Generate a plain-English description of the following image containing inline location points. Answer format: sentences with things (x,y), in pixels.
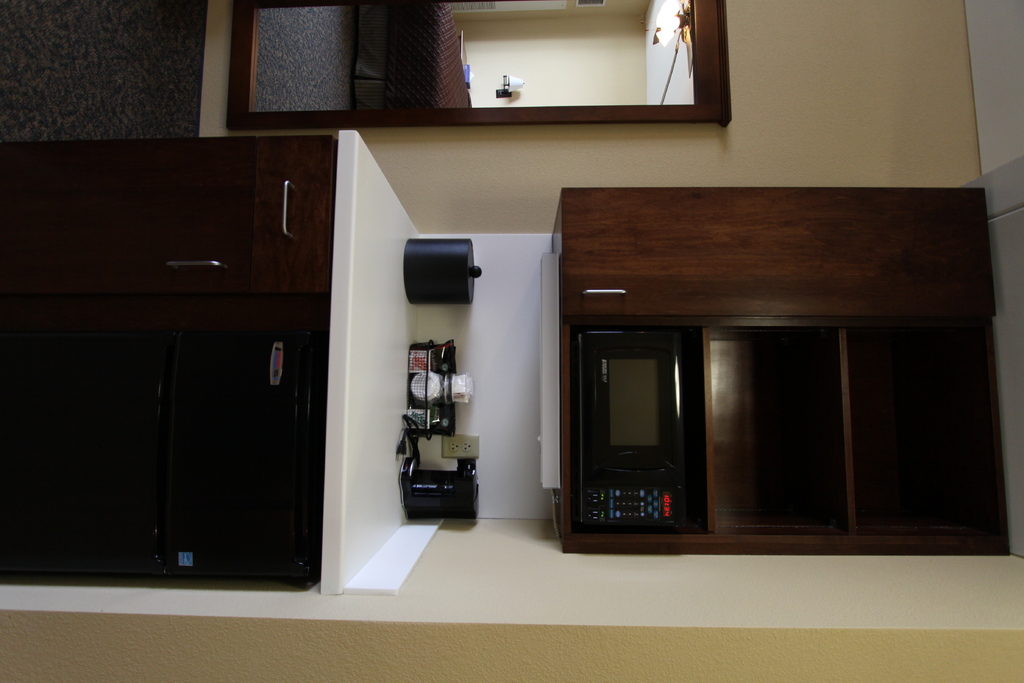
In the image we can see wooden cupboards (206,323), oven (610,447) and kitchen stuff (438,411). Here we can see the wall (481,185), door (265,392) and the light (664,9).
